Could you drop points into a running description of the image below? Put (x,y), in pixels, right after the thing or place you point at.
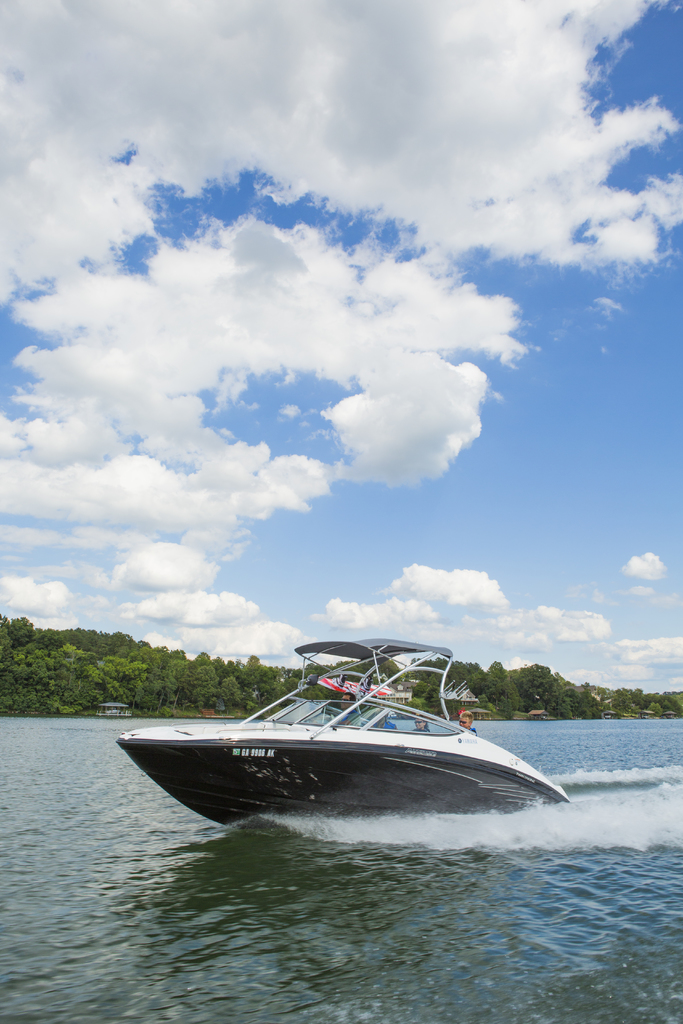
In this image we can see the lake (116,873), a boat (147,740) on the lake (78,923), some text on the boat (185,767) in the middle of the image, some objects (538,718) in the background (664,693) near the trees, few people (476,730) in the boat (419,750) in the middle of the image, some trees (574,707) on the ground (575,716) and at the top (113,332) there is the cloudy sky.
